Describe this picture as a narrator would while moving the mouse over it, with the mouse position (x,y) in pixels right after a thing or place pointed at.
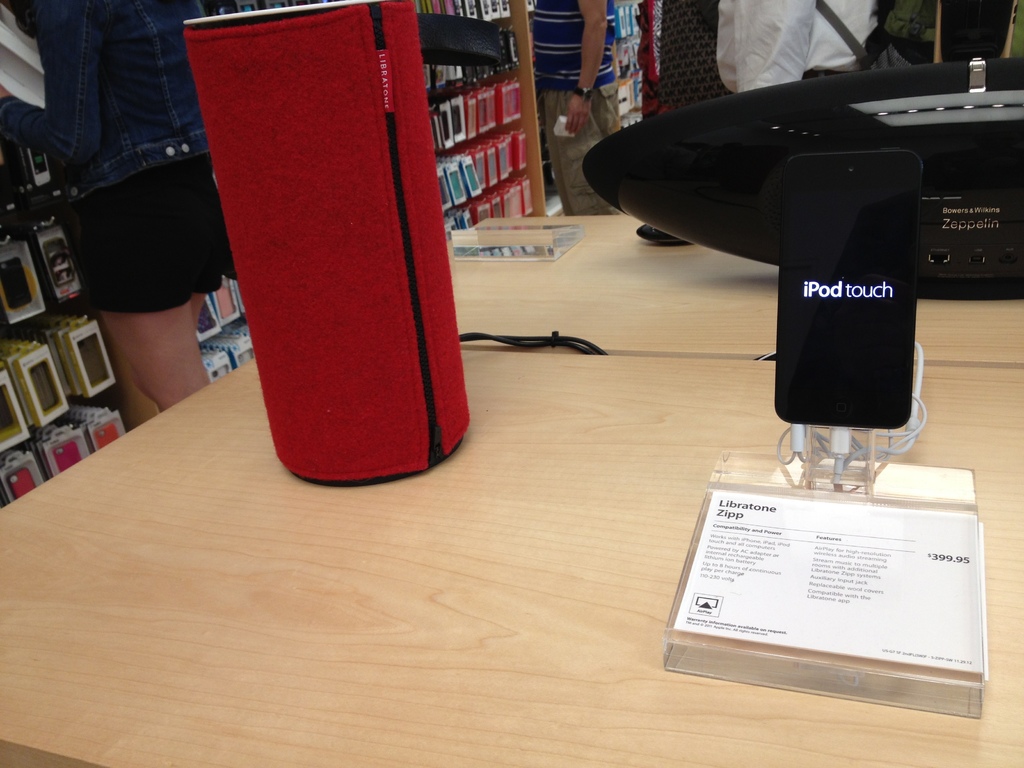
In the foreground of the picture (550,373) there are tables (643,311), speakers (665,150), phone (826,276), cables (545,342) and paper (785,543). On the left (128,167) there are mobile covers (36,364) and a person (120,150) standing. In the background (768,34) there are people (725,50).
